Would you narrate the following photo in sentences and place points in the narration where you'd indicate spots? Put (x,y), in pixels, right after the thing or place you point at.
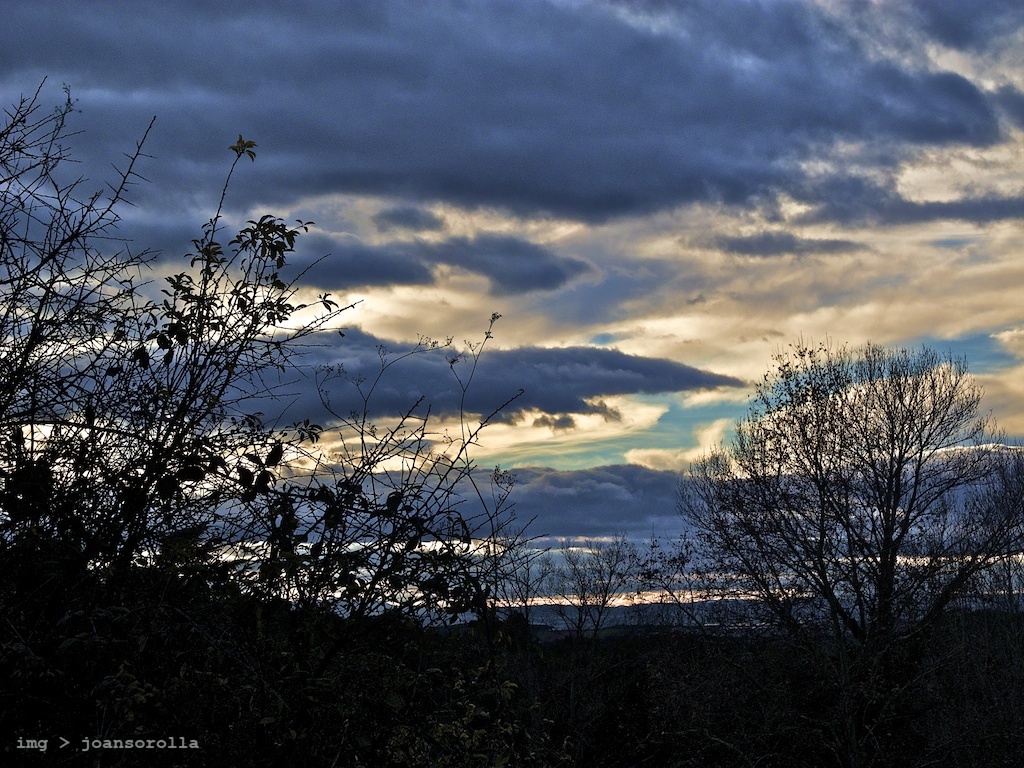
In this image, I can see the trees (299,656) with branches (838,610) and leaves (458,726). These are the clouds (532,513) in the sky (680,187). At the bottom of the image (188,741), I can see the watermark (139,741).
